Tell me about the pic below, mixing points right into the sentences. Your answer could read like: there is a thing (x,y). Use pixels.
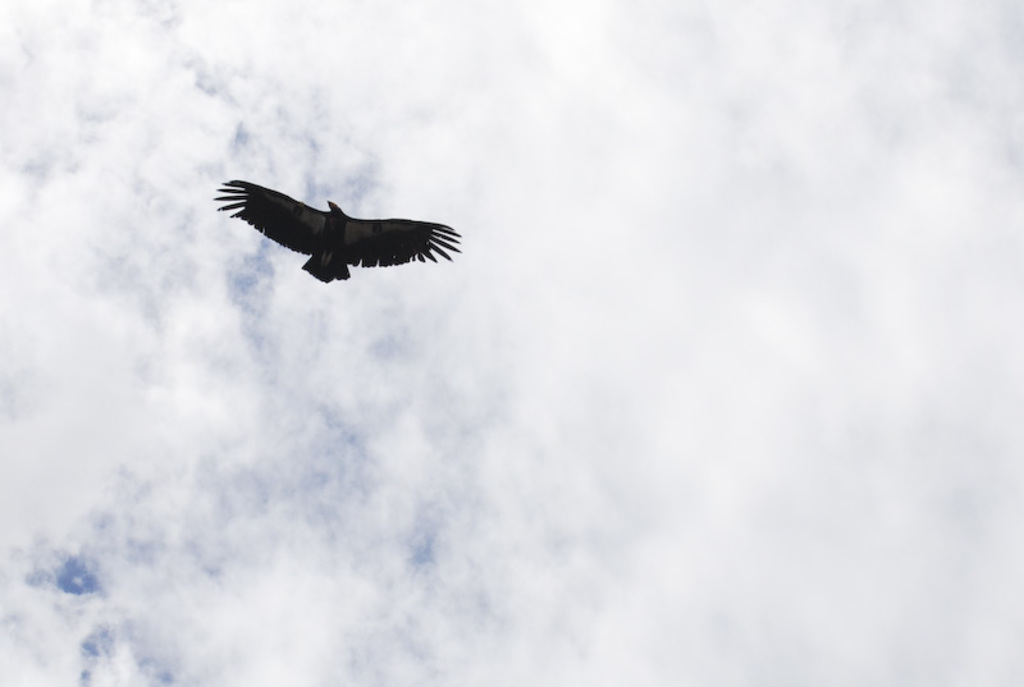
In this image we can see a bird (307,245) flying. In the background (237,252) there is sky (620,219) with clouds (251,302).
